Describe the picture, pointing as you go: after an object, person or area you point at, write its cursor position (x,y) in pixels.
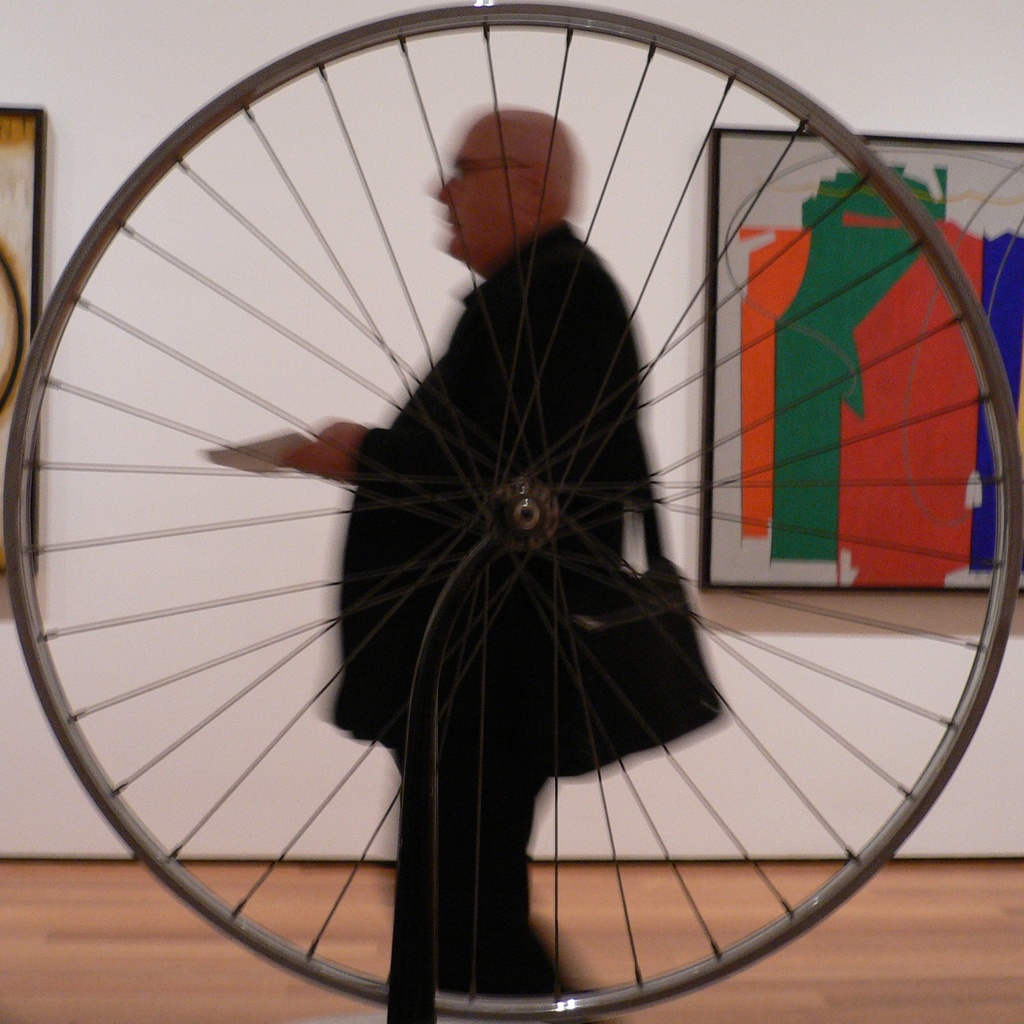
In this image, we can see a cycle rim (101,816), in the background (436,548) there is a person (506,429) standing and there is a white color wall (314,164).
